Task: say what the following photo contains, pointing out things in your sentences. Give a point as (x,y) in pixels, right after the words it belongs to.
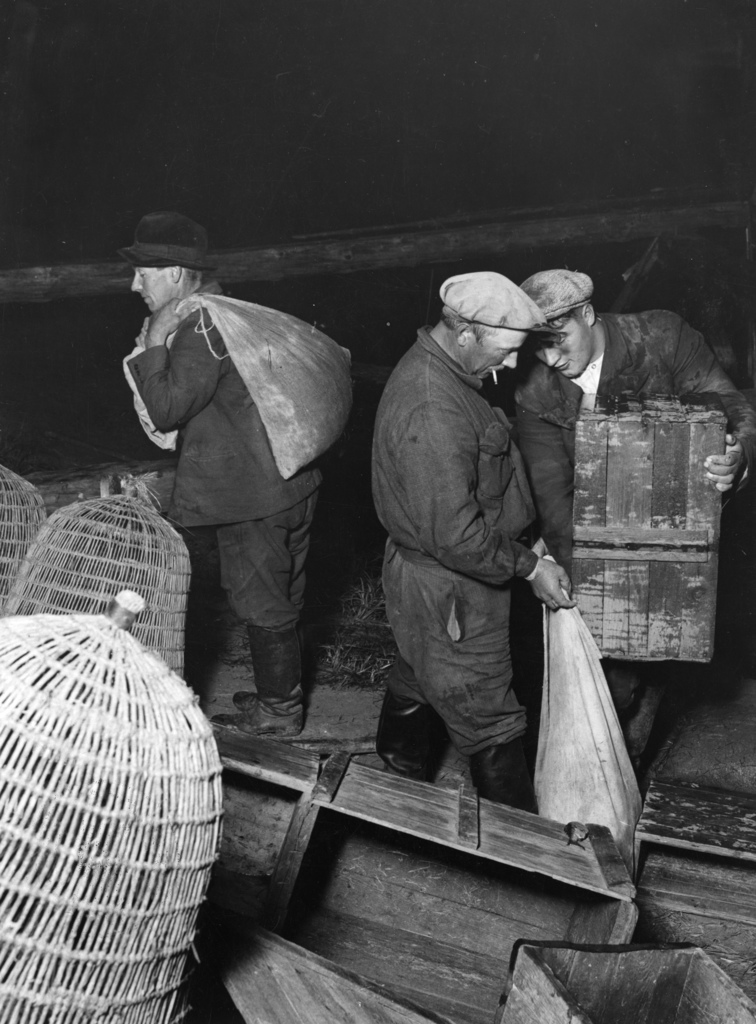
This is black and white image where we can see three men (240,453). One man (576,350) is holding wooden crate (613,433) in his hand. The other one (396,520) is holding sack (566,698) in his hand (553,591) and the third man (178,342) is carrying sack (288,344) on his shoulder (206,313). At the bottom of the image (454,949) we can see wooden boxes (340,958) and baskets (136,768). Background of the image (431,248), wooden log (443,240) is there.
